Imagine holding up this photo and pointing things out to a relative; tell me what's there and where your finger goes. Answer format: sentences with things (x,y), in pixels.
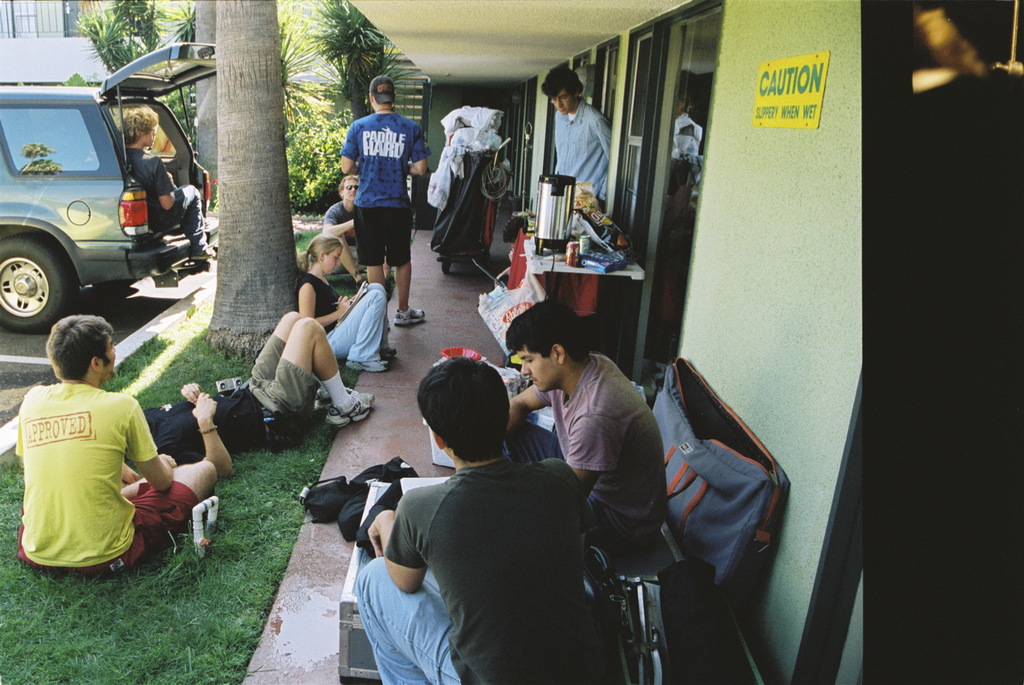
In the image there are few people (471,571) sitting and few were standing. On the right side (745,316) there is a wall (743,330) with doors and also there is a poster (796,97). In the image there is a car (107,246) with a person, building (634,126), and there are many trees (98,38). There is a table (536,259) with many items (592,257).
